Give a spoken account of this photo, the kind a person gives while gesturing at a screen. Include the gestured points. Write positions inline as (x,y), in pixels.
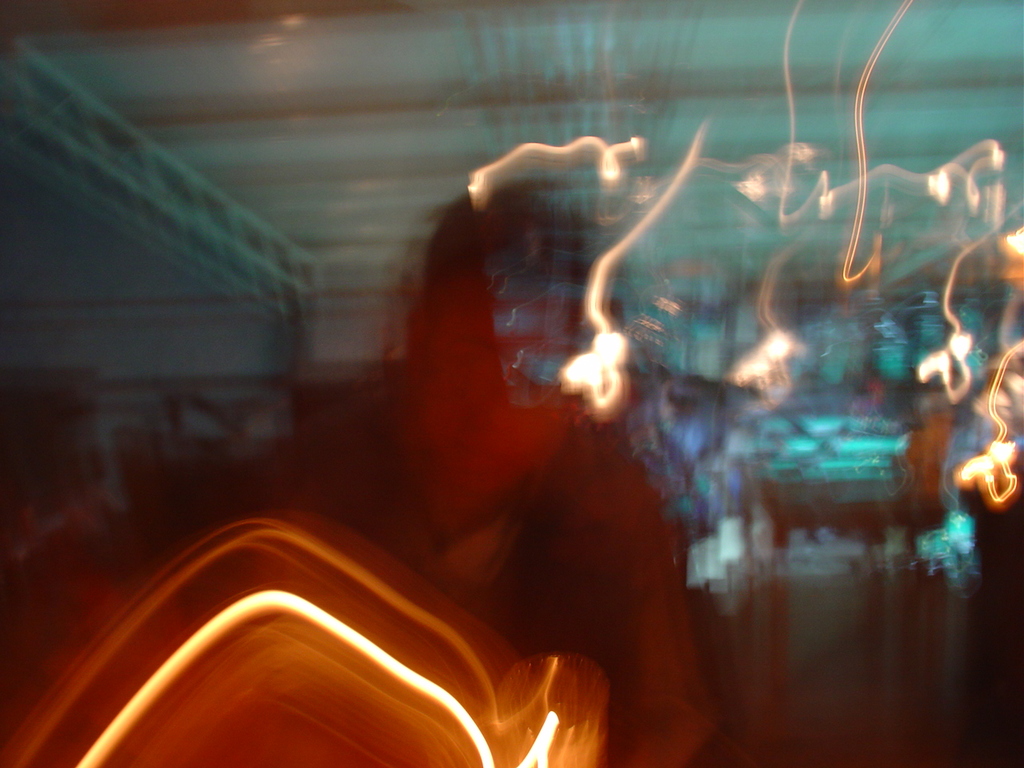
In this image I can see the blurred picture and I can see few multi color lights (571,357).
